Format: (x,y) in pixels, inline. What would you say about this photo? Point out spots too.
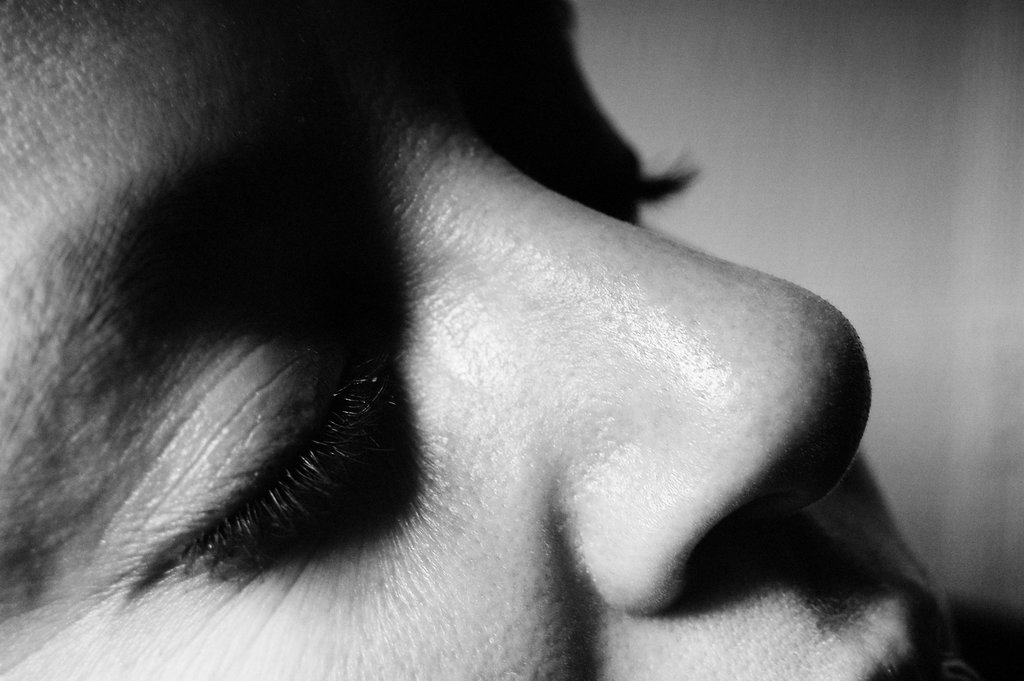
In this image I can see a human face (367,233). I can also see eyes (332,410) and nose (509,411), and the image is in black and white.
